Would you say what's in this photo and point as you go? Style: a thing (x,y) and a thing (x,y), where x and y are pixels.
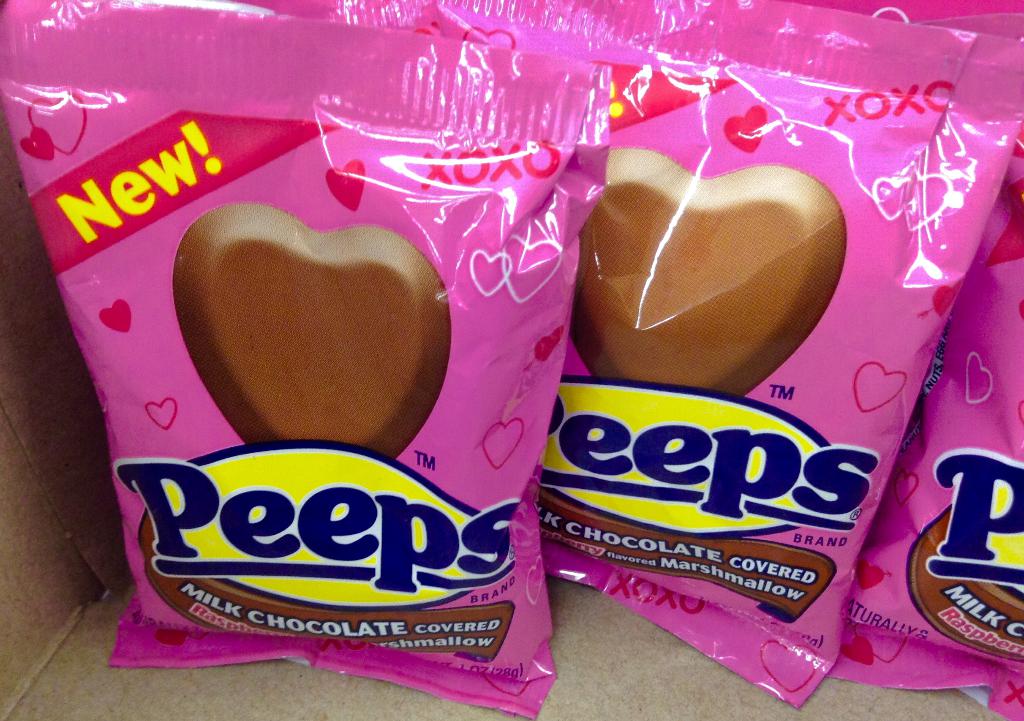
This image consists of chocolates (670,299). The wrappers (747,124) of the chocolates (405,242) are in pink color. It looks like they are kept in a box (100,663).
